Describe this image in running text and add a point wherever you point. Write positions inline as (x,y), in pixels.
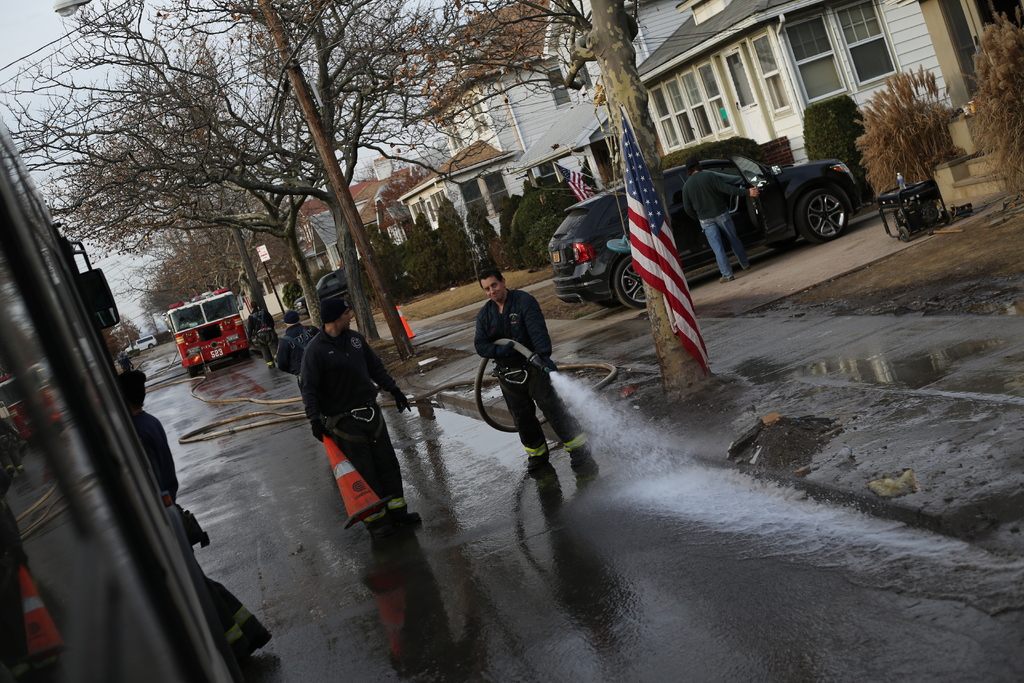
In this image we can see a few vehicles (193,306) and people (359,412), among them some are holding objects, there are some trees (647,295), flags (654,281), and plants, in the background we can see the sky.
